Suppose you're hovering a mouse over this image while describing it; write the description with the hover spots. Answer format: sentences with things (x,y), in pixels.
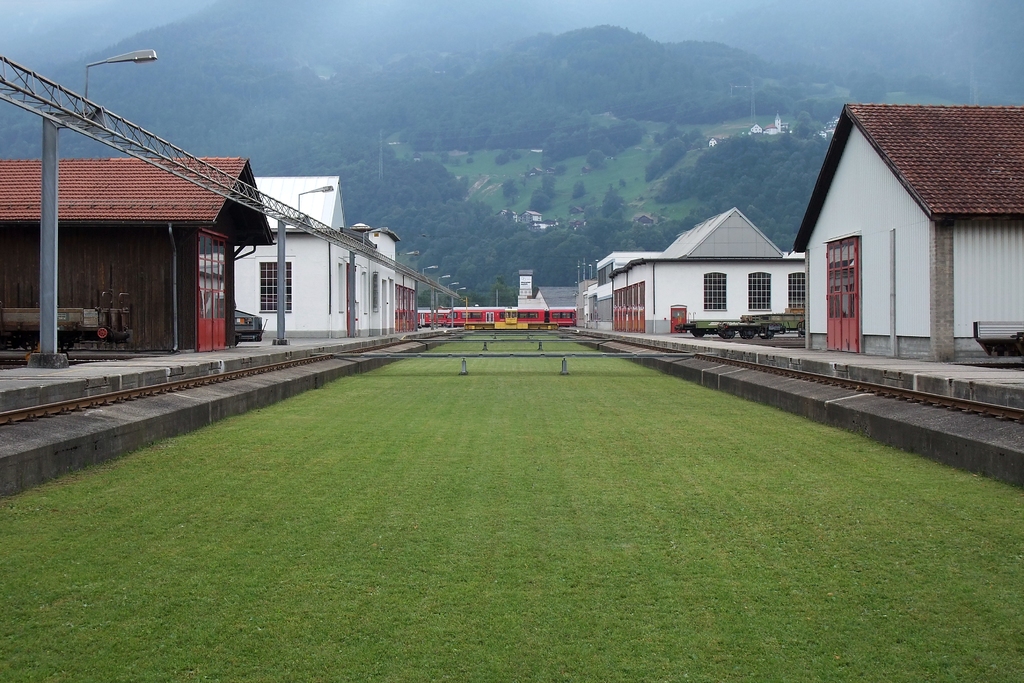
In this image I can see a train (458,305), houses (323,249), beam (15,64), poles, lights (440,278) grass (704,556), trees (555,274) and objects (484,340).
